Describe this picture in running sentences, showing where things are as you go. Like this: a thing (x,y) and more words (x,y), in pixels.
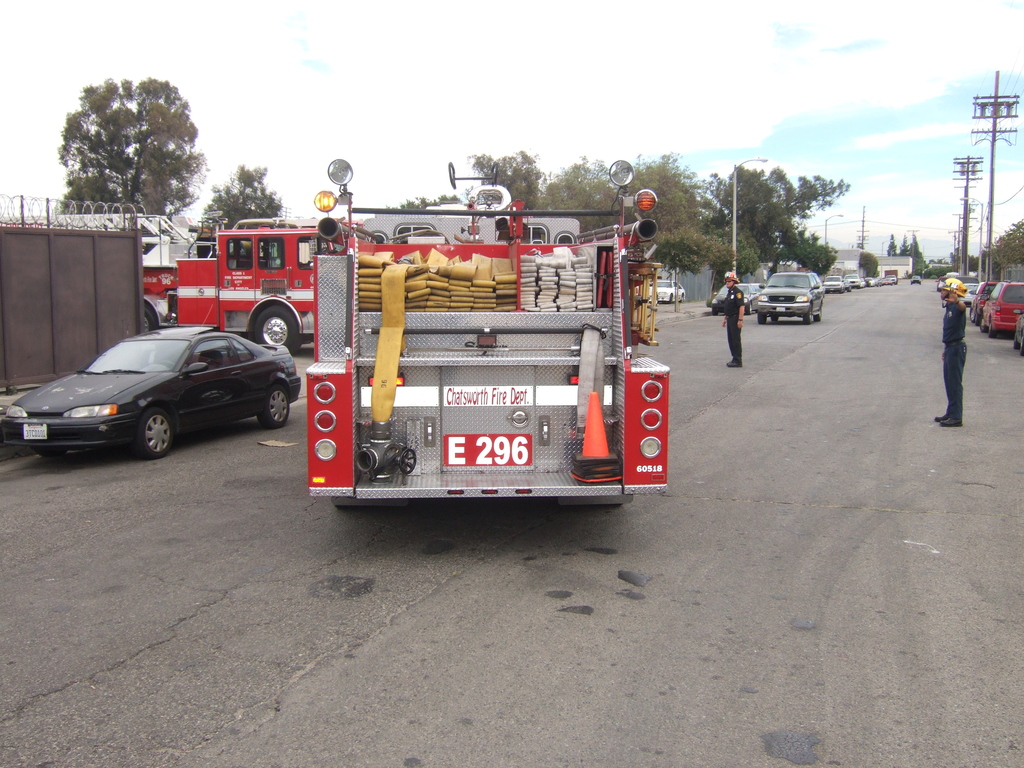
In this image we can see there are few vehicles (513,312) and two persons (742,321) are on the road (438,538). On the left side (47,337) there is a fencing (64,272). In the background (696,216) there are trees (750,185), utility poles (991,229) and sky (564,65).
